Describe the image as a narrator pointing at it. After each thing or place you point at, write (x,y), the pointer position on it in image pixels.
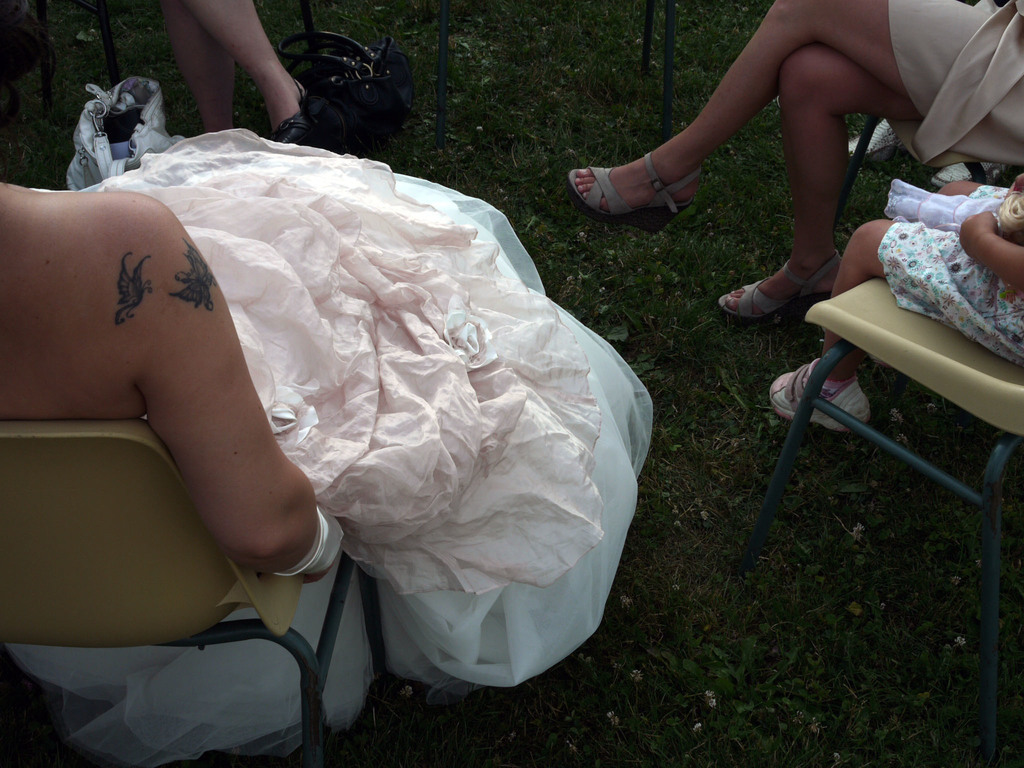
This image is taken outdoors. At the bottom of the image (761,682) there is a ground (767,693) with grass (717,417) on it. On the left side of the image (215,418) a woman (254,395) is sitting on the chair (257,581) and she has worn a white frock (246,653). On the right side of the image (787,142) a woman (858,36) and a kid (951,284) are sitting on the chairs (962,363). At the top of the image (267,41) a person (222,40) is sitting on the chair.
